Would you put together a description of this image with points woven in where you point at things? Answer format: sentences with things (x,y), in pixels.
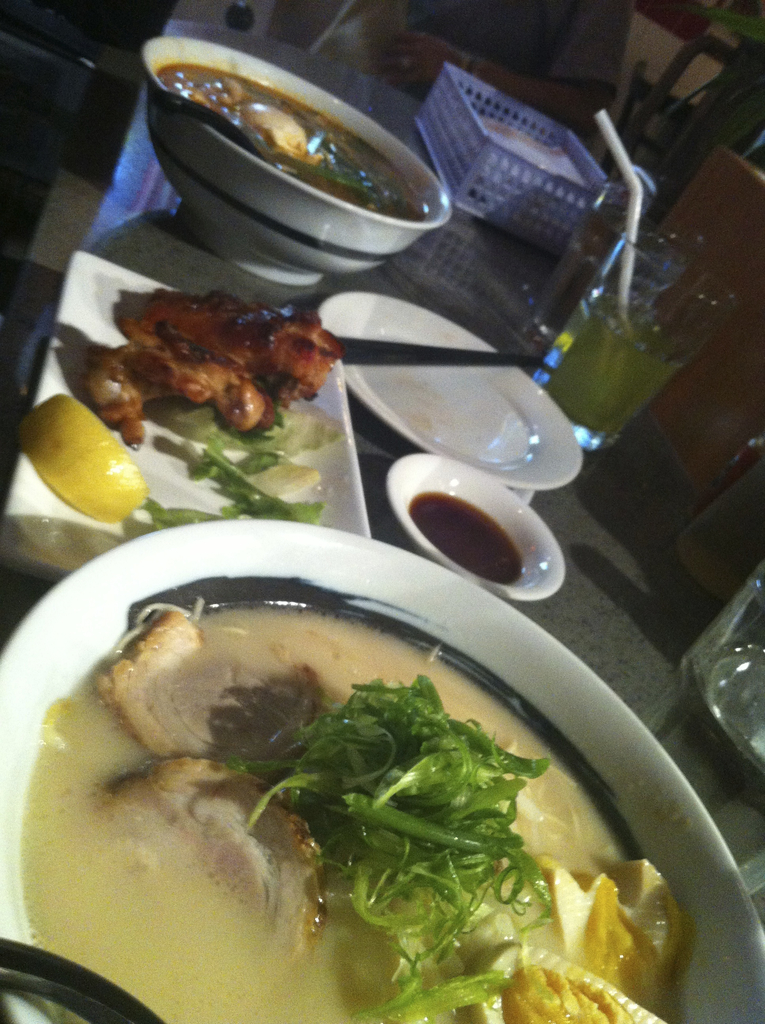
In the image there is meat soup (203,1002) with leaves (385,881) and beside it there are fried meat pieces (177,323) along with some bowls (210,62) with food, glass (741,706) and a basket (440,171) on the table (597,461).
